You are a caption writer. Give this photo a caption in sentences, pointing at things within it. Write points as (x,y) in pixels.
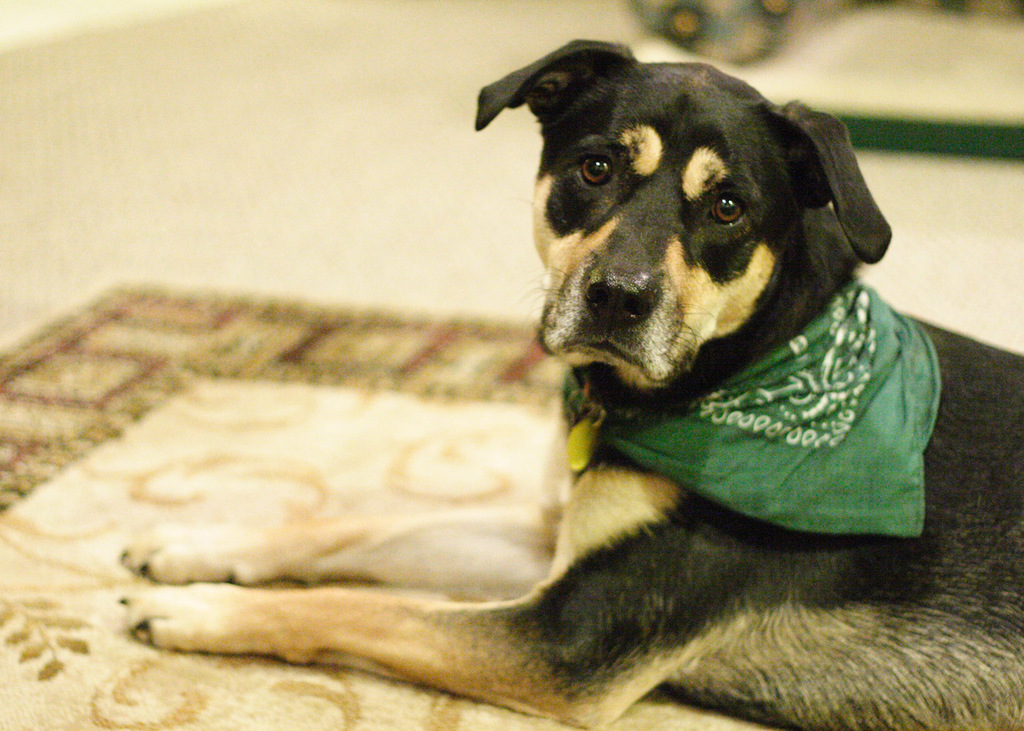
The picture is taken in a house (770,86). In the foreground of the picture (678,558) there is a dog (811,591). At the bottom (75,666) there is a mat (222,363). The background (996,247) is blurred.
